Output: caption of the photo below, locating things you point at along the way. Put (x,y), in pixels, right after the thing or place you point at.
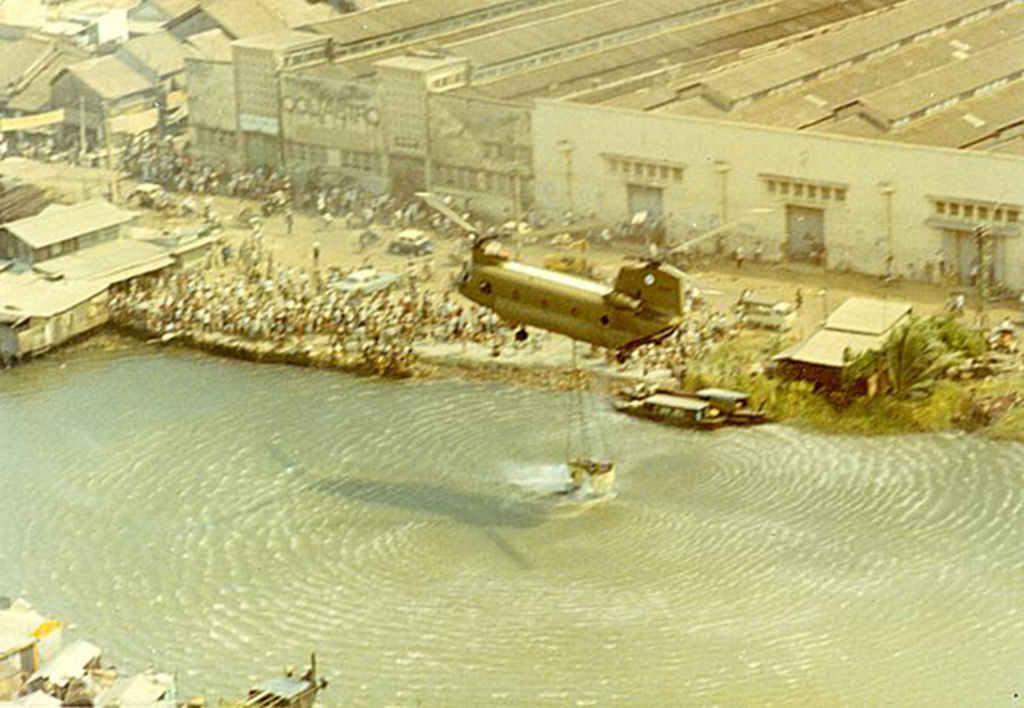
In this picture, we can see a few people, water (536,456), aircraft (594,324) with some object (610,482) attached to it, we can see buildings (150,263), trees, and poles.
